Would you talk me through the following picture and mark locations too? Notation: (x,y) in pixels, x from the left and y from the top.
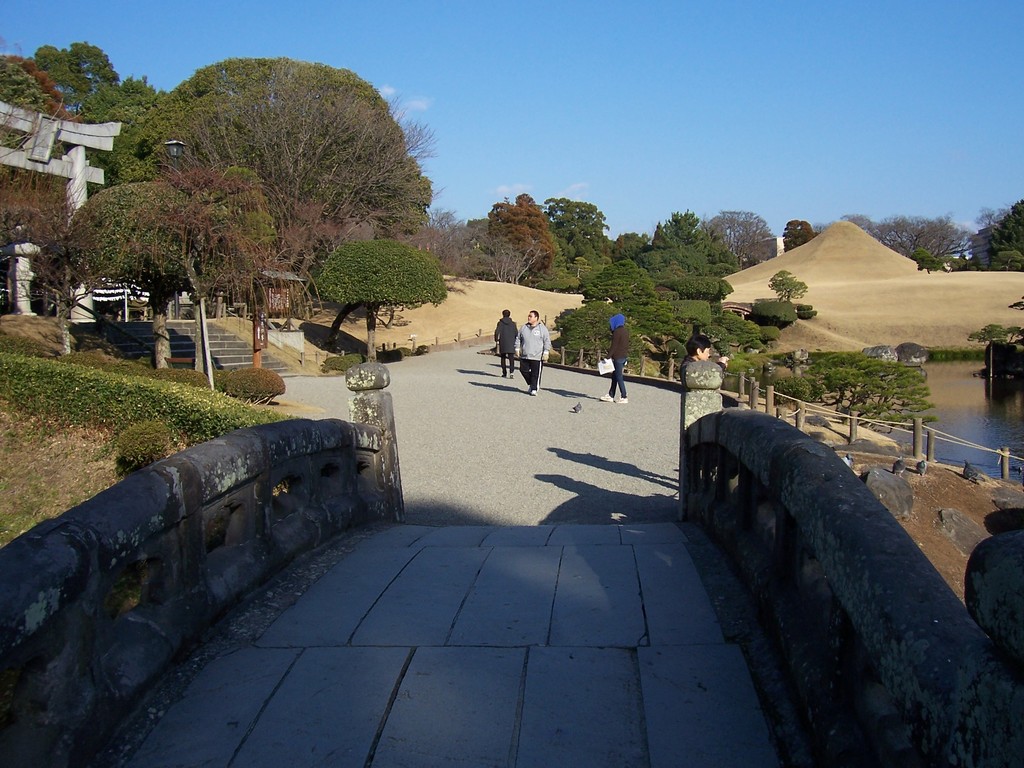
In this image there are people (510,330). At the bottom (509,727) there is a walkway bridge (391,664) and we can see trees (609,333). On the left (19,141) there is a building (21,154). In the background (559,172) there is sky (608,95). On the right (978,420) there is water (966,432).
